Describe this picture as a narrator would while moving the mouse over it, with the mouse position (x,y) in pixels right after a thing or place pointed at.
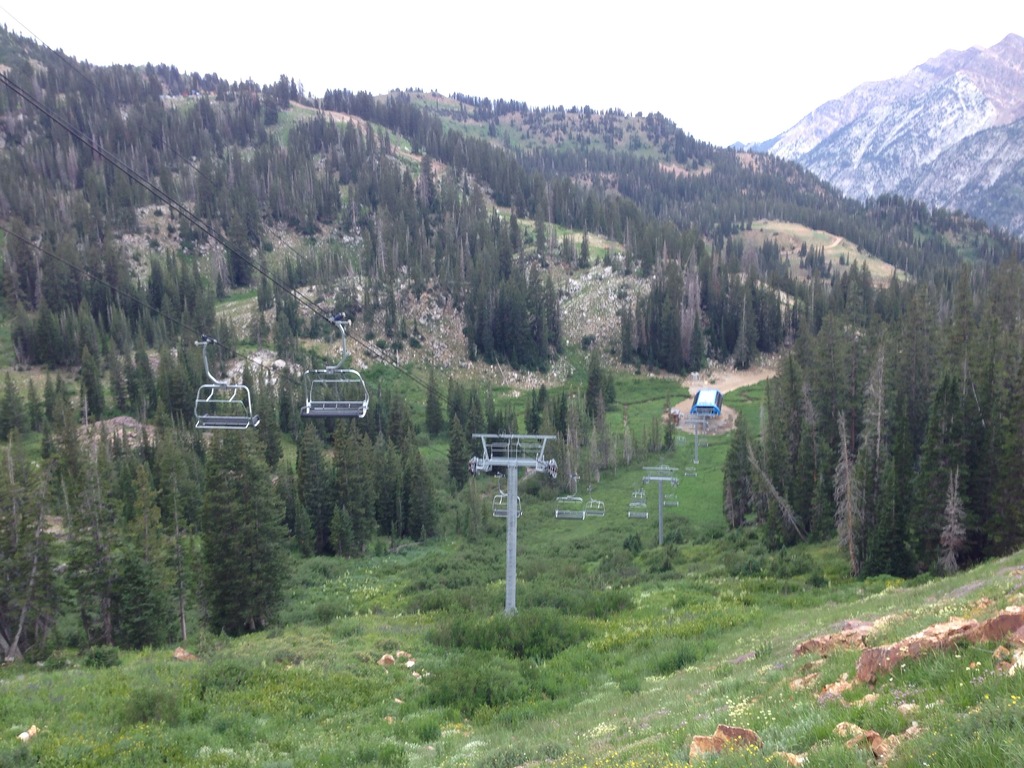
This image consists of mountains (164,255) on which there are trees (460,408). In the middle (368,399), there is a ropeway (547,468) along with poles (543,449). At the bottom (682,704), there are rocks (959,625) and green grass (852,714).
